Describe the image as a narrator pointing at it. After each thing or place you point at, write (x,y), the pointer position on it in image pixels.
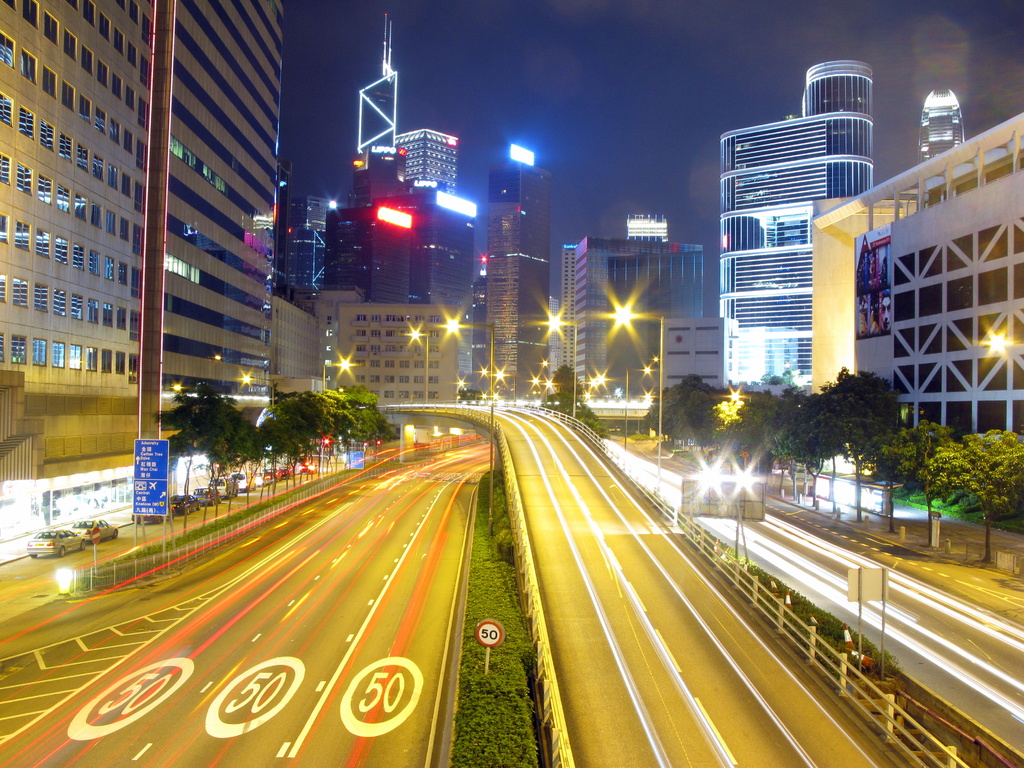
There are roads (462,546). And on the road (232,696) there are some numbers (252,693) written. On the middle of the roads (307,699) there are bushes (487,708) and a sign board (478,636). Also there are railings (743,590). On the sides there are trees (302,446), buildings (326,314). Also there are street light poles (574,353). In the background (472,239) there are many buildings (429,251), lights (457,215) and sky (562,112). Also there is a sign board (151,456) on the left side (146,483).
